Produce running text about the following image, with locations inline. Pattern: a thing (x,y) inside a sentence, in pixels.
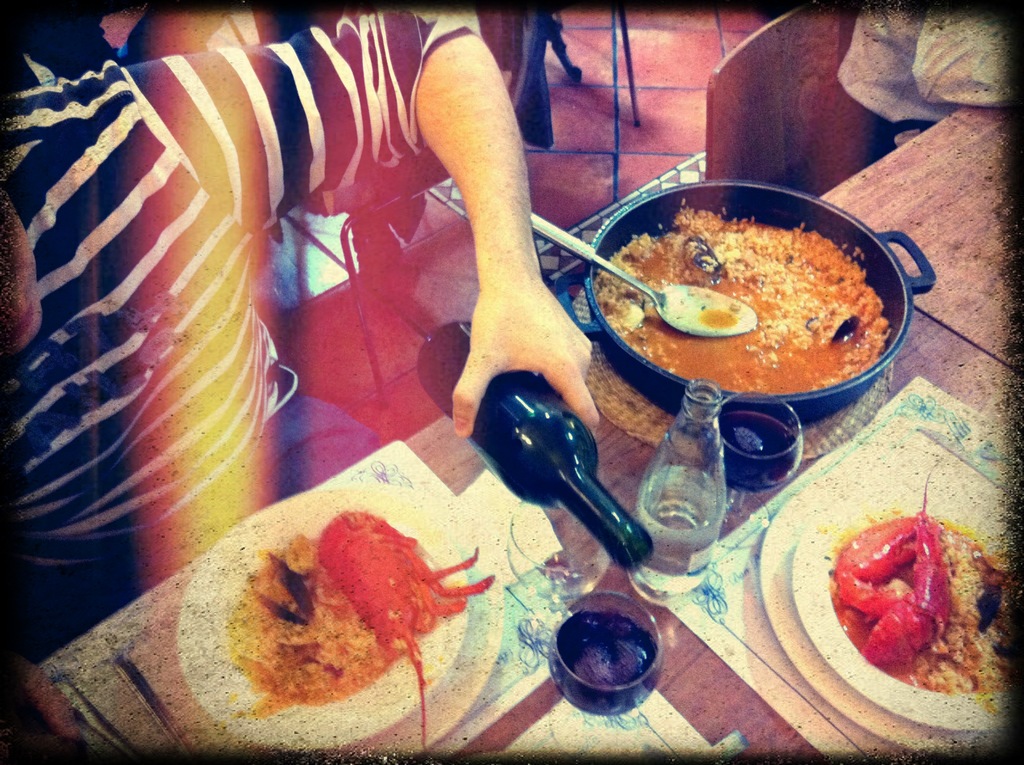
This person (240,113) standing and holding bottle (536,466). We can see plate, bowl (628,356), spoon (732,301), food (376,539), bottle (671,461), glass (610,635) on the table (906,365) and we can see chairs (773,89).
